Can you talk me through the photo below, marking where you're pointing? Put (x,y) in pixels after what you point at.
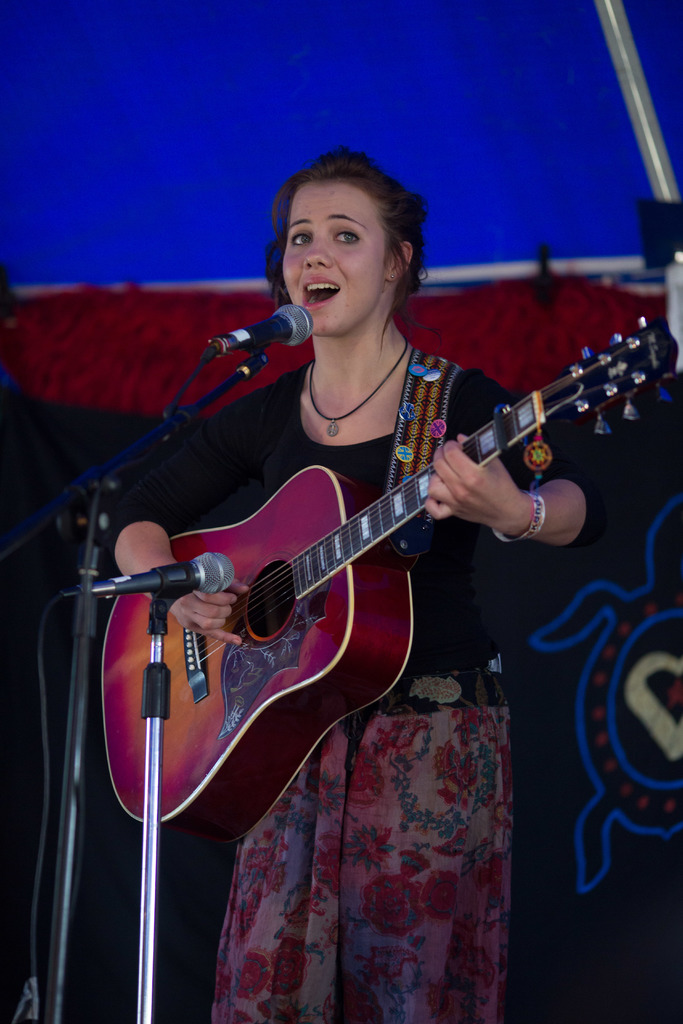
This woman (368,417) is highlighted in this picture. This woman (345,352) wore black t-shirt (506,394) and playing a guitar (258,564) in-front of mic (173,582). This woman (329,419) is singing in-front of a mic (232,350).
